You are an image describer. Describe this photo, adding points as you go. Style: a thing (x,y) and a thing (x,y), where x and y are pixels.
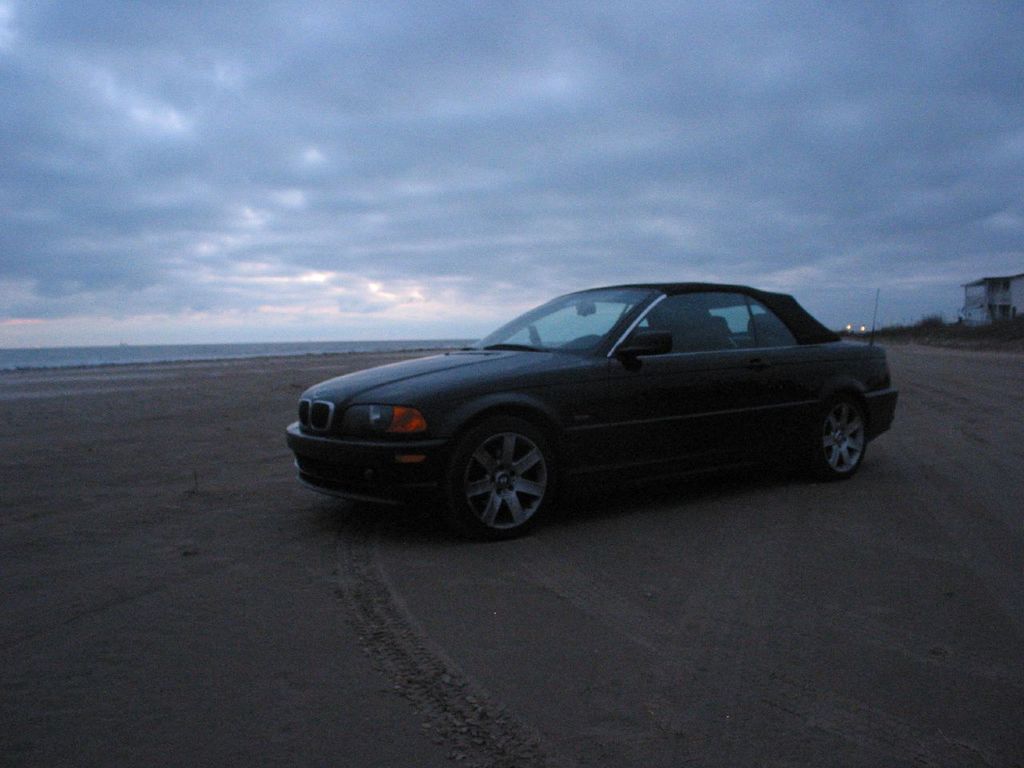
In this image, we can see a vehicle (424,414). We can see the ground (509,722). We can also see some objects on the right (986,318). We can also see the sky (700,224) with clouds (732,40).
